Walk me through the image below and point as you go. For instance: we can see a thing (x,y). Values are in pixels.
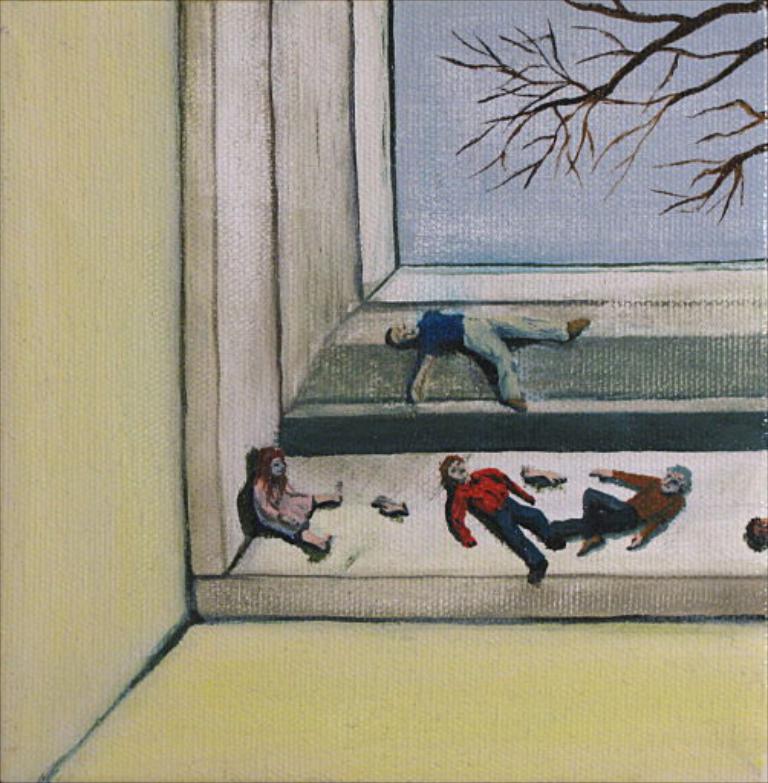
In this image there is some painting (498,217). Few people (512,522) are lying on the window sill (439,481). Right top there is a tree (715,170). Left side a person (298,522) is sitting.
